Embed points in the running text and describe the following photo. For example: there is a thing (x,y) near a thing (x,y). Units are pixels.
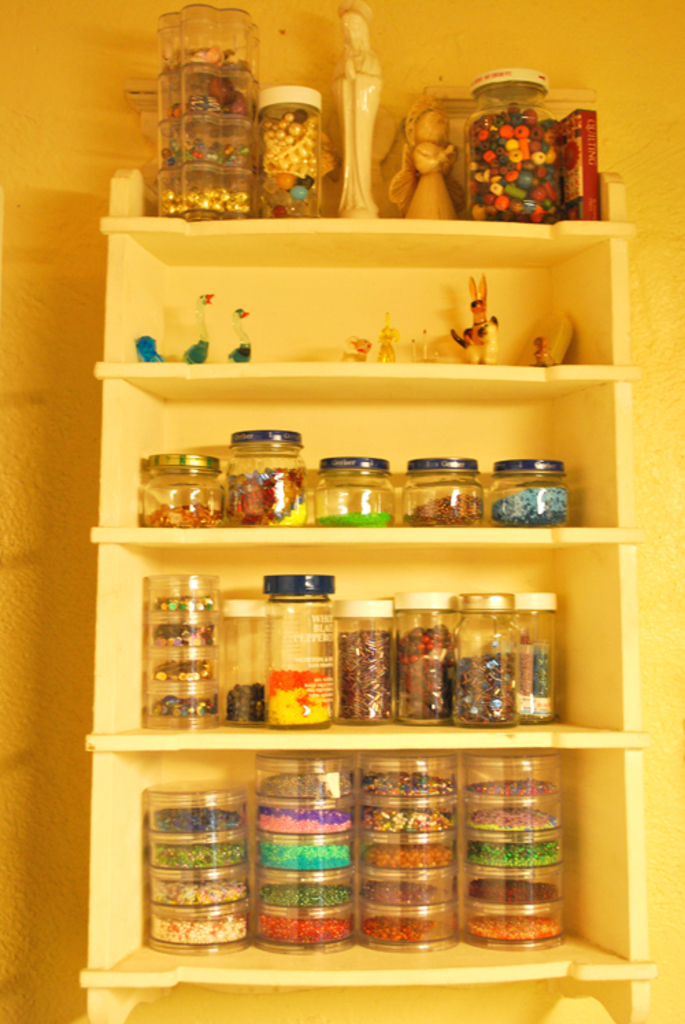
We can see jars (191,109), statues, toys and some objects (316,832) in racks (392,732).
